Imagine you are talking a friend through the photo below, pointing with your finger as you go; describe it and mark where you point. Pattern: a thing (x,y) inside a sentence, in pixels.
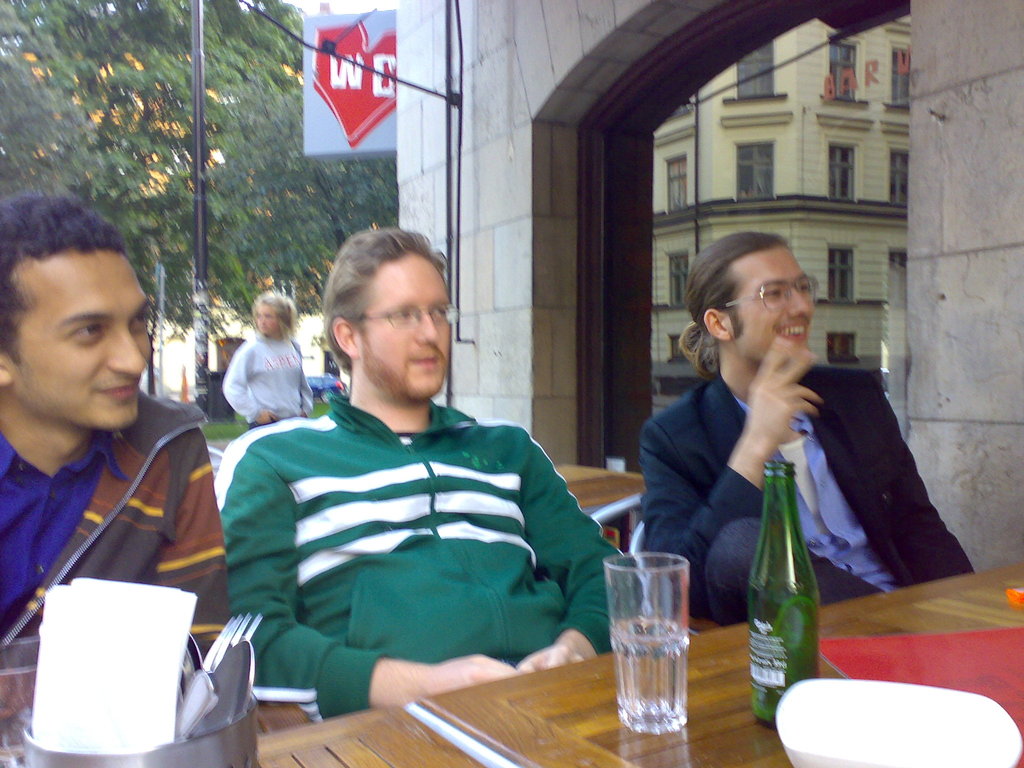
In this picture we can see three man (5,473) sitting on a chair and the person (650,545) on the right side (940,565) is smiling. In the background (367,158) we can see tree (277,178) and a woman (254,419).
